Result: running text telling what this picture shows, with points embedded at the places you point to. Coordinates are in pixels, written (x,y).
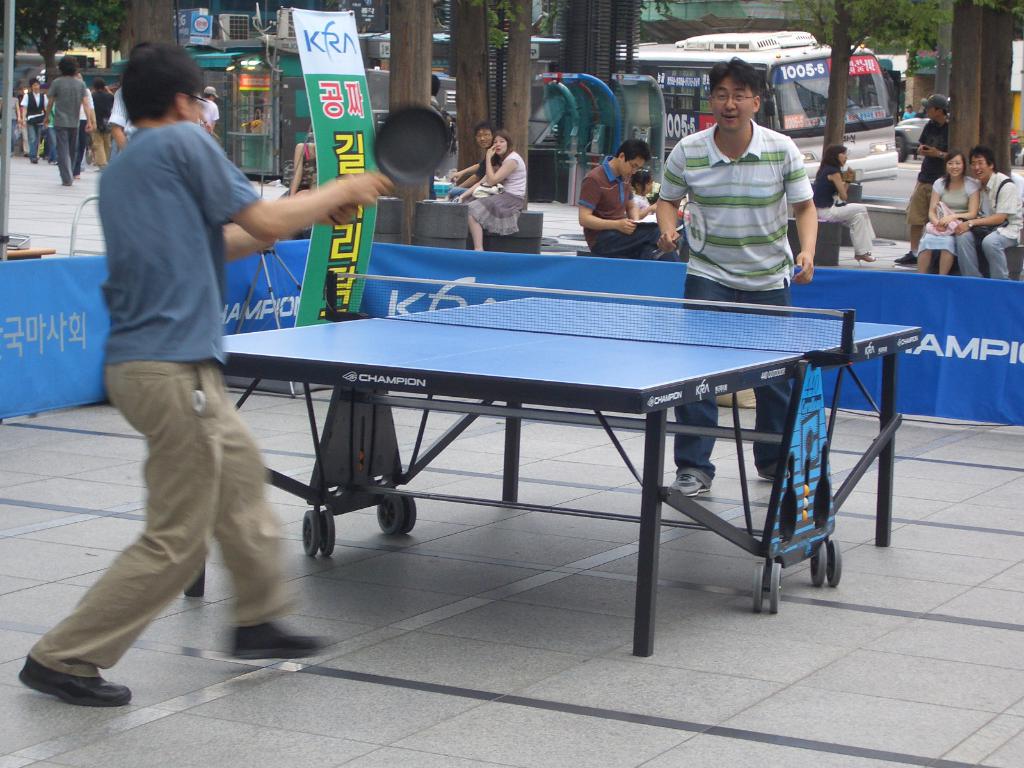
In this image there are group of persons (35,131) at the middle of the image (681,416) two persons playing table tennis (616,438) and at the background of the image (295,153) there are persons (988,166) sitting and walking.
